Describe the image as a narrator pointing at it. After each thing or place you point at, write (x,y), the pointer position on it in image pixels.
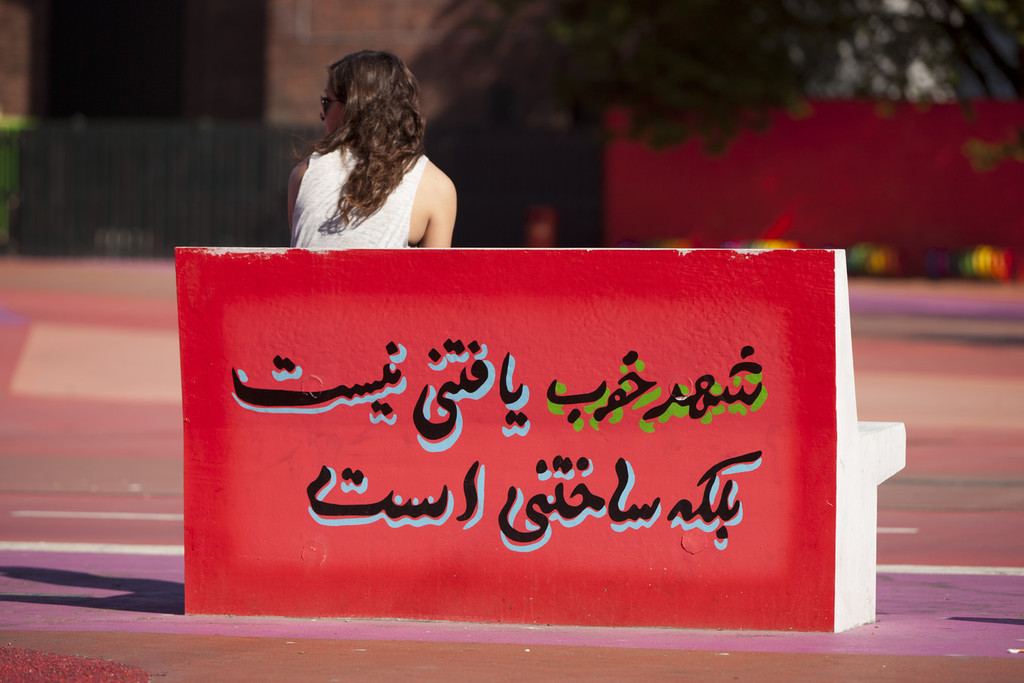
In this picture, we see the woman (413,239) in the white T-shirt (313,213) is sitting on the cement bench (606,378). It is in white and red color. We see some text (419,418) written in different language. At the bottom (140,487), we see the road (116,531). She is wearing the goggles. In the background (236,77), we see the railing (144,138), trees (760,33) and the buildings (288,28) in brown and red color.
